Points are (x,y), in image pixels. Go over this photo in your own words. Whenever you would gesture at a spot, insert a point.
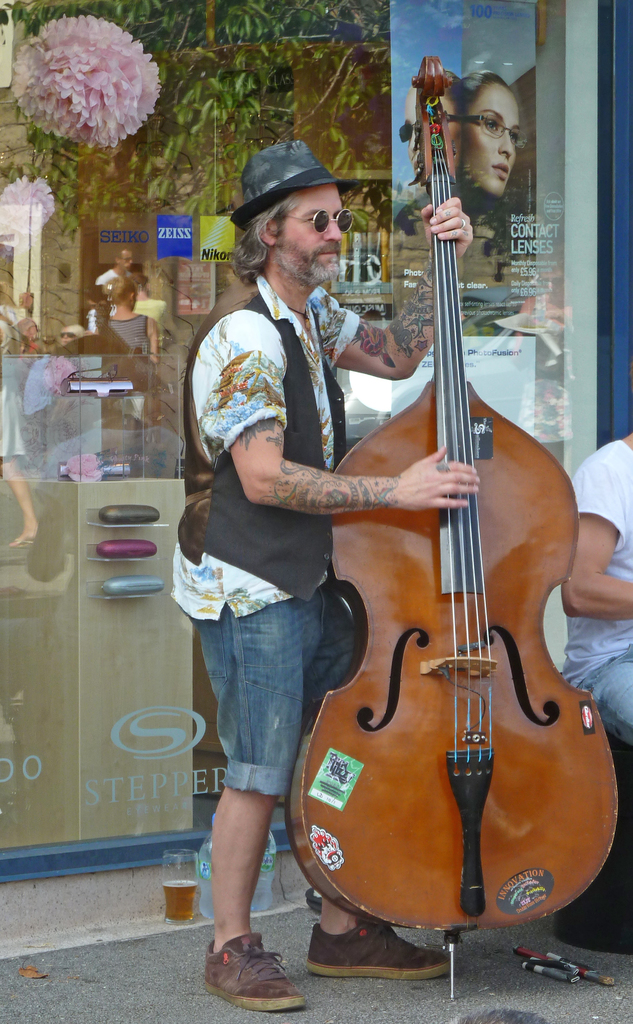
In this image I can see a person (410,298) is standing on the floor (488,955) and holding a double bass (471,918) in hand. In the background (379,192) I can see a crowd (131,346), posters (404,207), flowers (123,123) and trees (166,173). On the right (613,467) I can see a person (583,657) is sitting. This image is taken in a street (162,936).
